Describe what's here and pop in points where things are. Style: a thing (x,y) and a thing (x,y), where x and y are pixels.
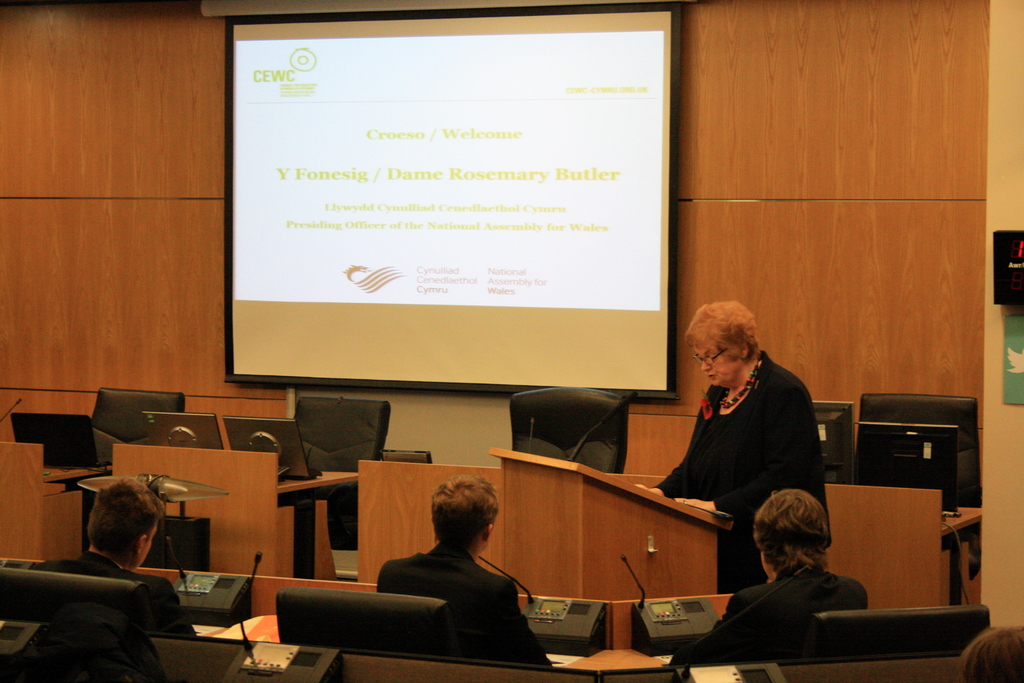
In this image I can see few people (480,654) are sitting on the chairs (922,637). I can see one person (739,316) is standing in front of the podium (564,479). I can see few mics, laptops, chairs (939,638) and few objects (232,577). Back I can see a projector screen (430,112) and a wall (797,171).
